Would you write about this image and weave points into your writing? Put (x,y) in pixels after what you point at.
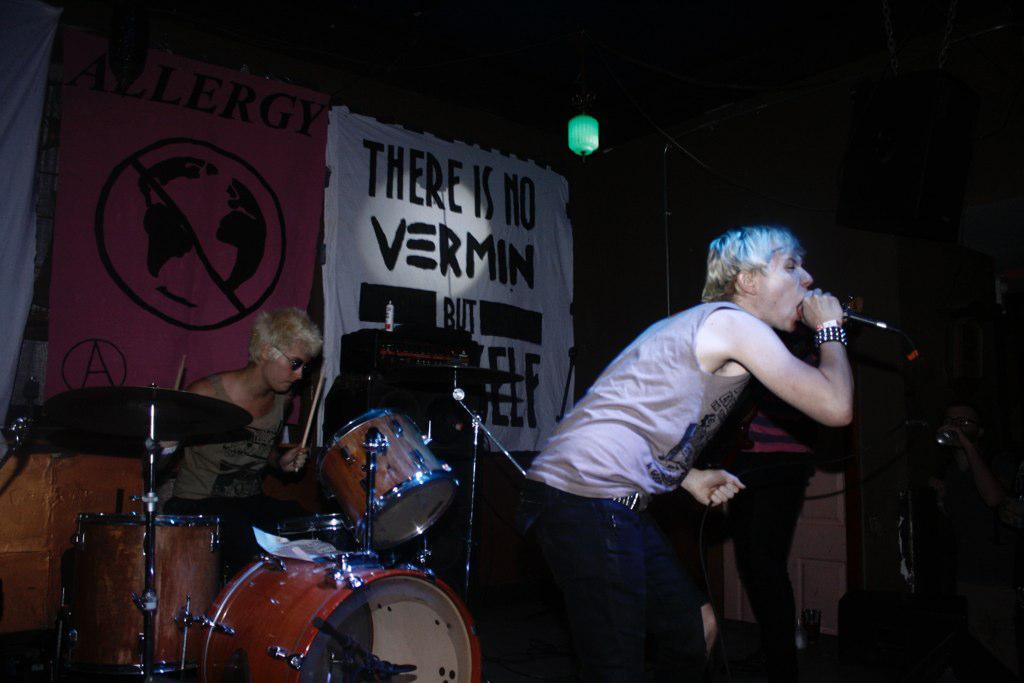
There are several people (245,409) in the picture one among them is holding the mike (885,322) and the other is playing the drums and there are two banners (300,213) behind them which are in pink and white in color.
